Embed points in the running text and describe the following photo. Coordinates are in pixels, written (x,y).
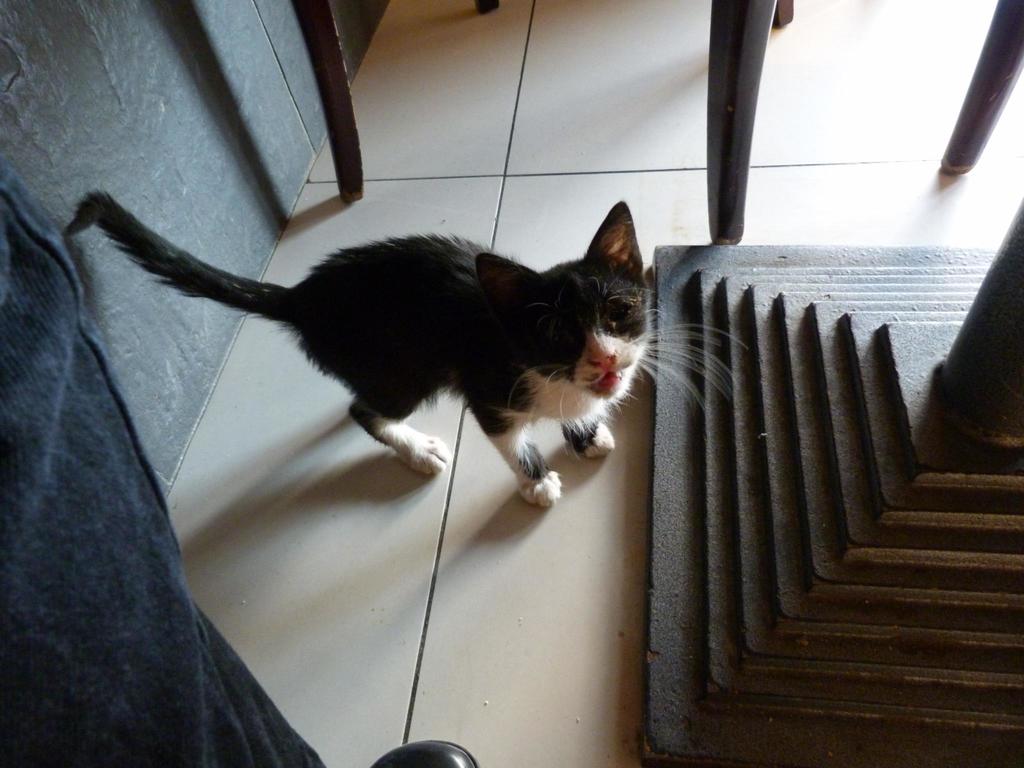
In this image I can see a cat (450,320). There is a wall (311,107) and there are some objects (722,685).
